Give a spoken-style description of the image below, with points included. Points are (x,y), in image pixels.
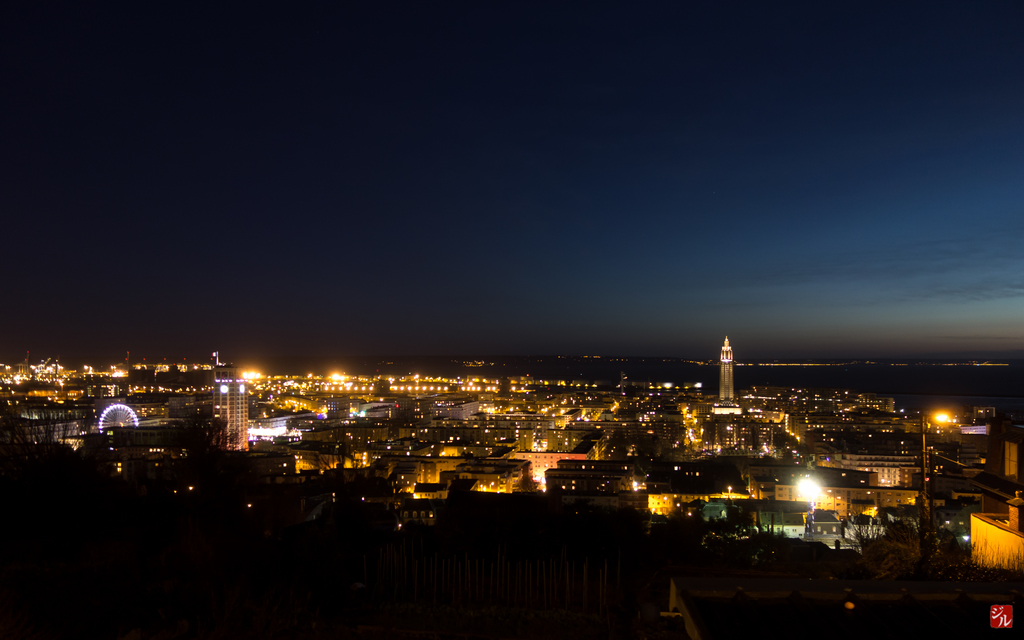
In this picture there are few buildings (530,451) and lights (344,378).
